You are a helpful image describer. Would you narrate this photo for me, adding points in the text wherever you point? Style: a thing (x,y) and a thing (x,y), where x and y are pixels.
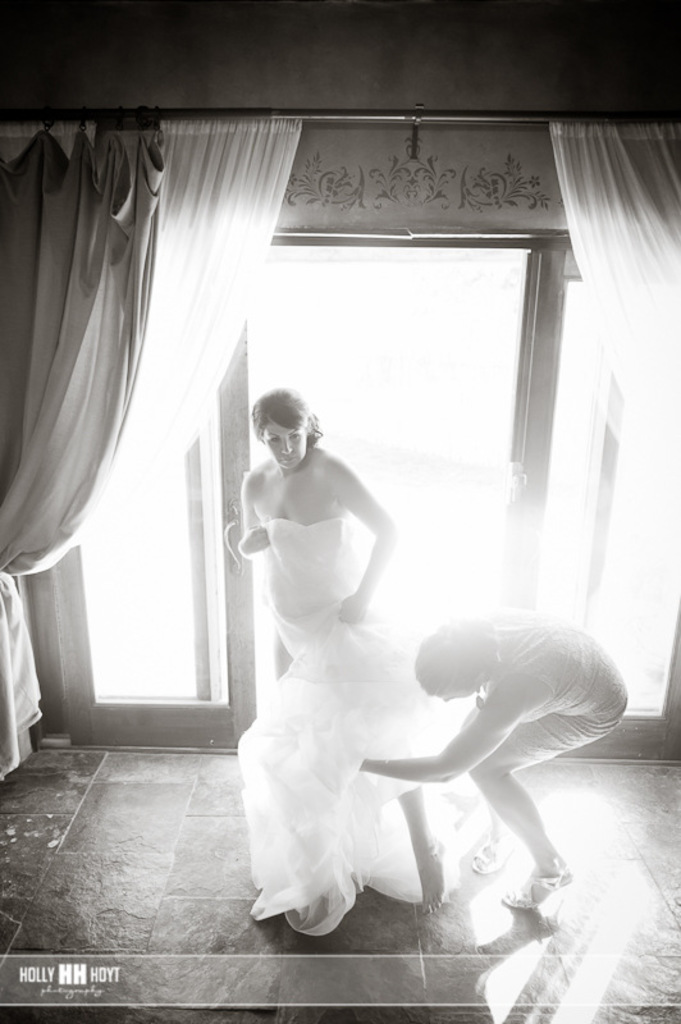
Here in this picture we can see a person (276,622) in a white colored dress (288,600) standing on the floor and behind her we can see a woman (497,768) adjusting her dress (370,735) and beside them we can see glass doors (369,254) present and we can also see curtains (594,159) present on either sides.
